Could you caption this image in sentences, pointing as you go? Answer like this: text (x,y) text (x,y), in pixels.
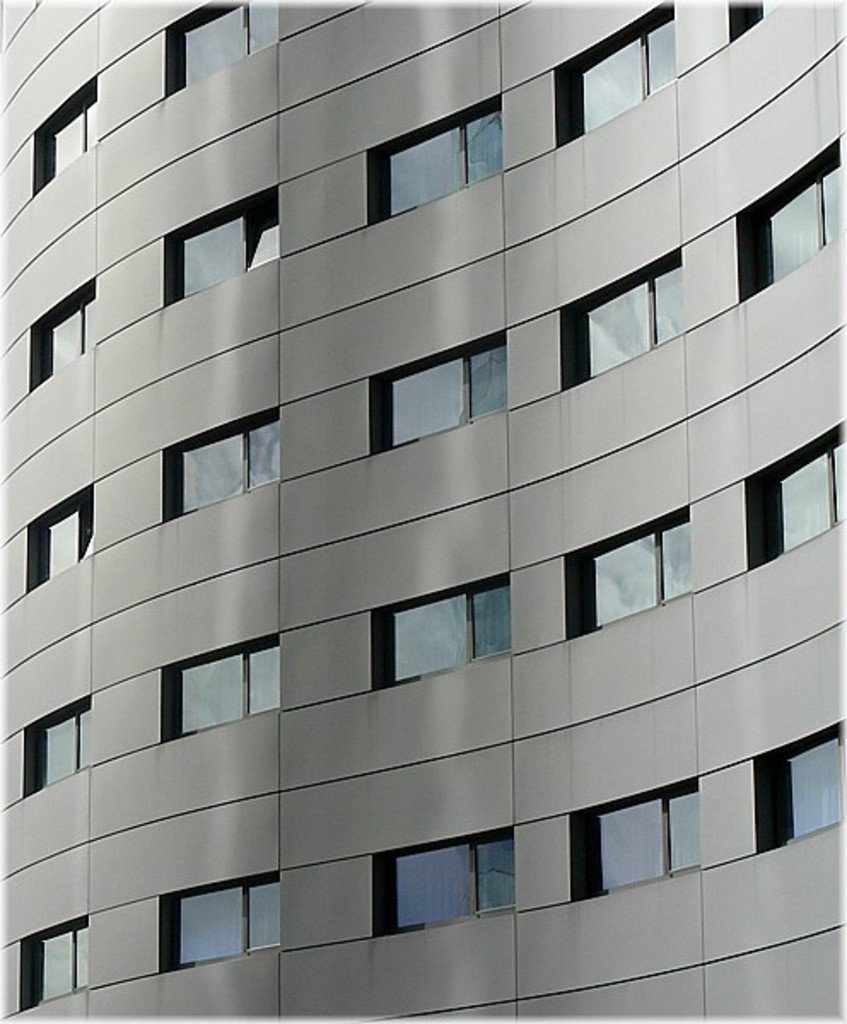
In this image we can see the building (488,582) with the windows (485,629).
